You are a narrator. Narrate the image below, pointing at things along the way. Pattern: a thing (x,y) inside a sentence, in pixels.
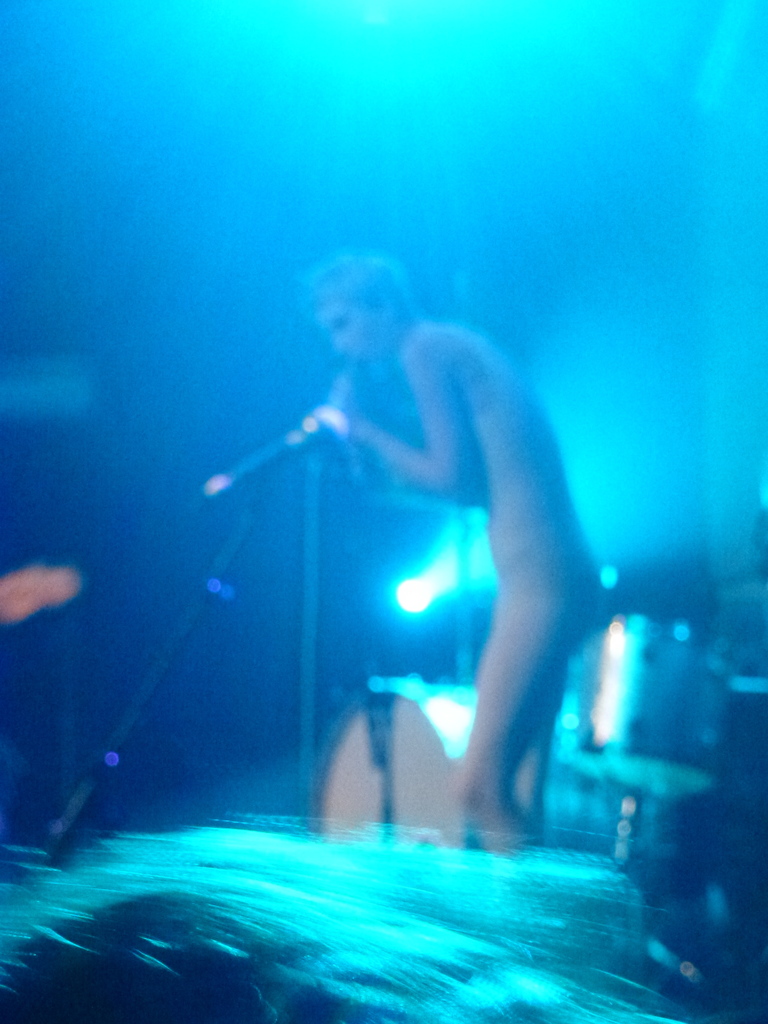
In the center of the image (504,428) we can see a person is standing and holding a mic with stand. In the background of the image (256,632) we can see the musical instruments (660,642), lights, wall (628,464). At the bottom of the image (415,884) we can see a person head (346,840). At the top of the image (455,74) we can see the roof (65,46).
